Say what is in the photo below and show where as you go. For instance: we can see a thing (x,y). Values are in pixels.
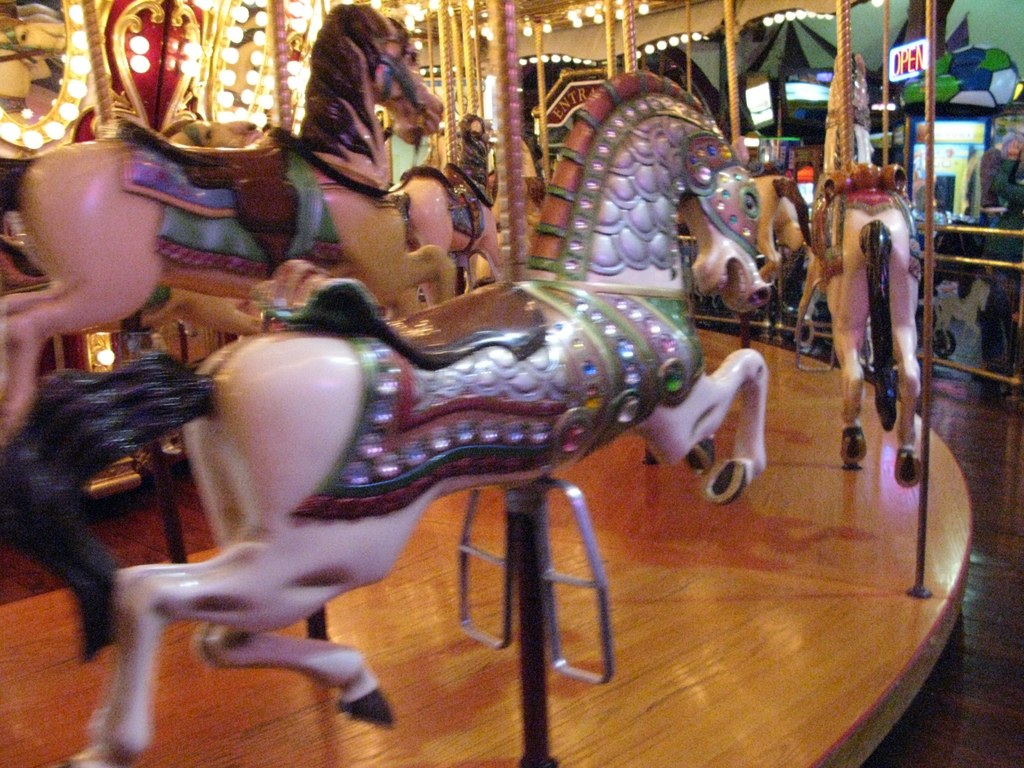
In this image there are dolls (618,181) in the shape of horses (557,249). On the left side (238,17) there are lights (470,2), on the right side (898,69) there is a digital board (913,63) Open in red color.
